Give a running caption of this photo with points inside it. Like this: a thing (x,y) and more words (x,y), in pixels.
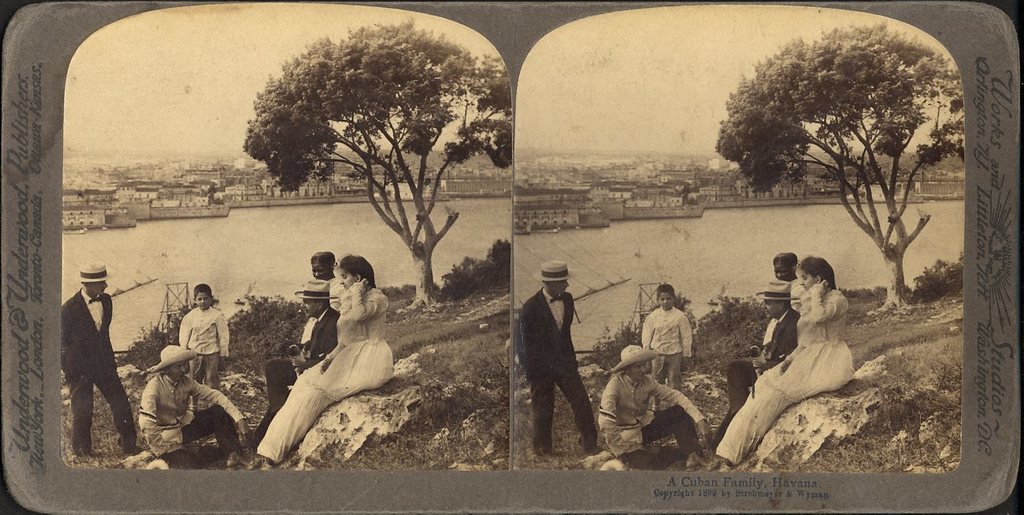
A collage picture. Here we can see people (106,333). Background (860,275) there is a water (736,232) and tree (799,147).
